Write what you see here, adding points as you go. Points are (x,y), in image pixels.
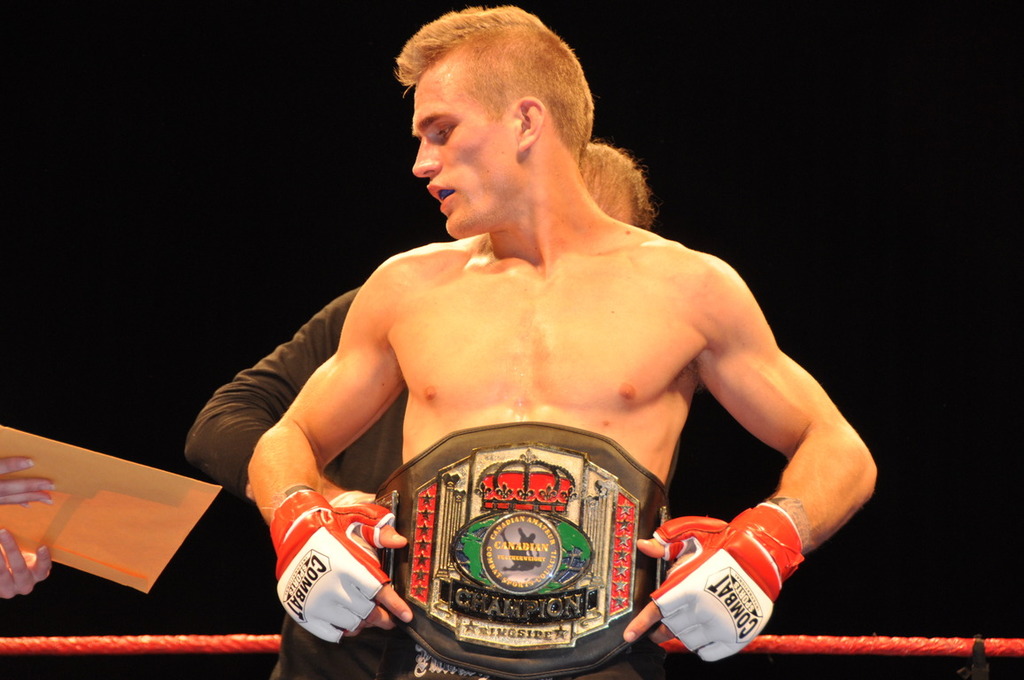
In the picture I can see a man (626,319) and the belt (586,437). I can see another person (301,361), though his face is not visible. I can see the hands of a person (8,486) holding a paper (103,526) on the bottom left side (3,469). I can see the rope fence (161,649).
